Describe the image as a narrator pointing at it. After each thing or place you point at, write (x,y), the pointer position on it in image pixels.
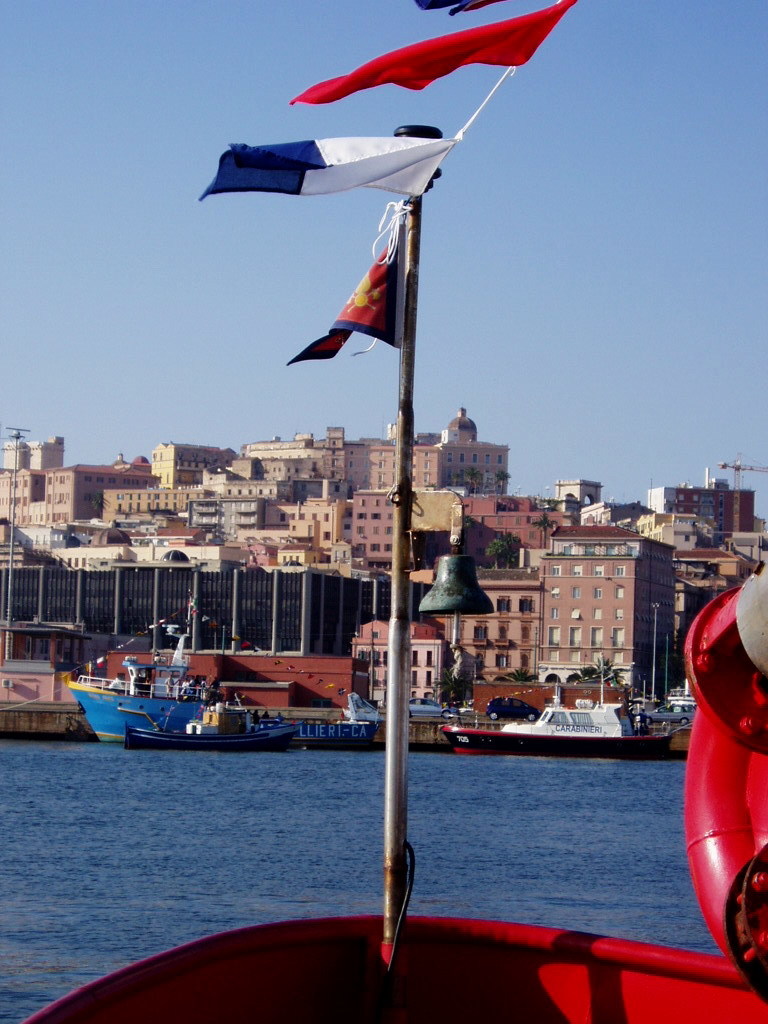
In this image we can see the boats (494,739) on the surface of the water (668,763). We can also see the flags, buildings (599,551) and some trees (522,674). We can also see the sky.
